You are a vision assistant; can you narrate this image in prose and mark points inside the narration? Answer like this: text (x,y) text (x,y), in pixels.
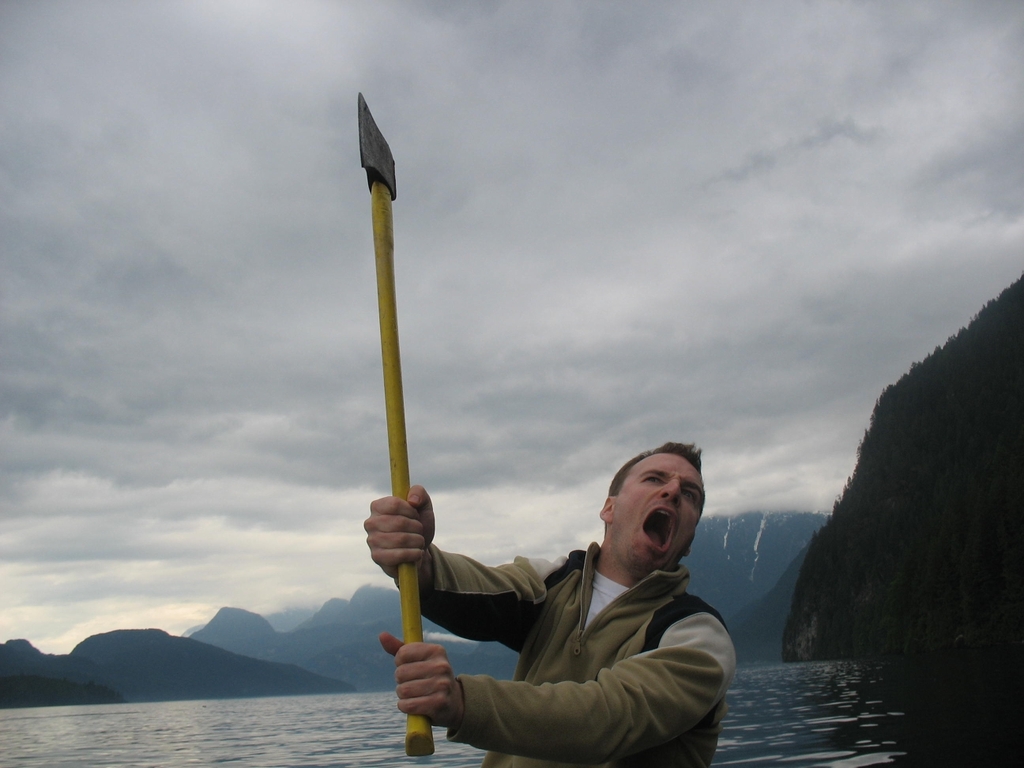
In this image I can see a man (638,697) is holding an axe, he wore sweater (647,678), at the bottom (331,723) there is water (370,739), On the right side (868,470) there are hills (861,521), at the top (769,177) it is the cloudy sky (736,241).
